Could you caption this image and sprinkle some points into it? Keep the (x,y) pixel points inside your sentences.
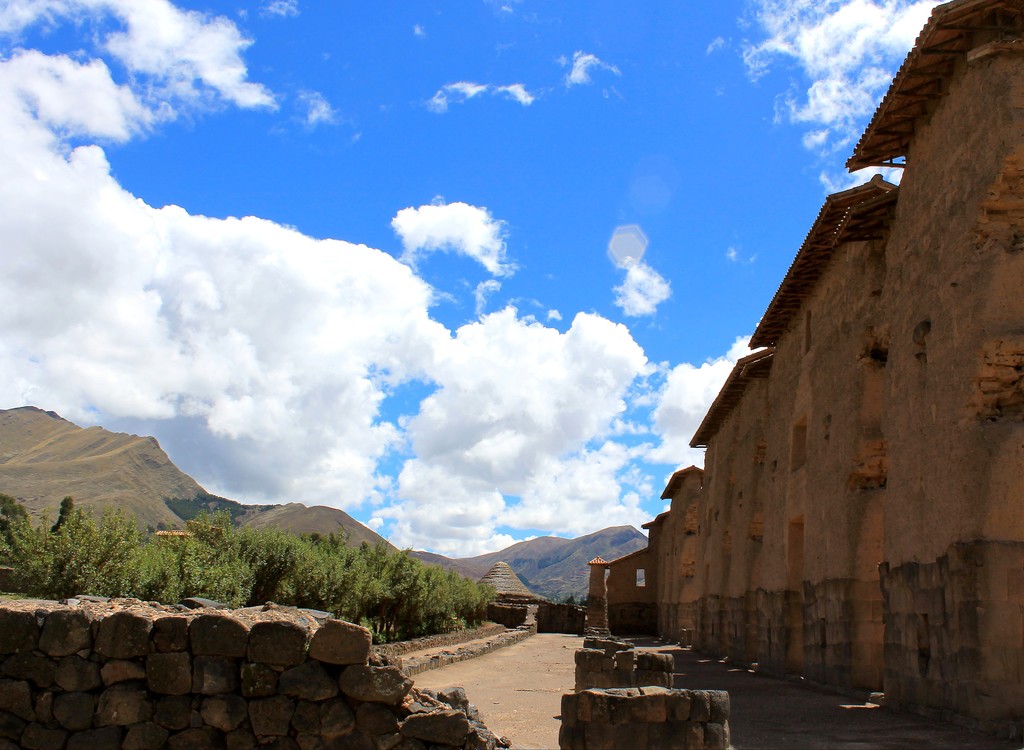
In this picture there is a stone wall (249,649) in the left corner (265,655) and there are few buildings (817,423) in the right corner (843,437) and there are trees (378,557) and mountains (400,549) in the background (304,570) and the sky (360,427) is a bit cloudy.
